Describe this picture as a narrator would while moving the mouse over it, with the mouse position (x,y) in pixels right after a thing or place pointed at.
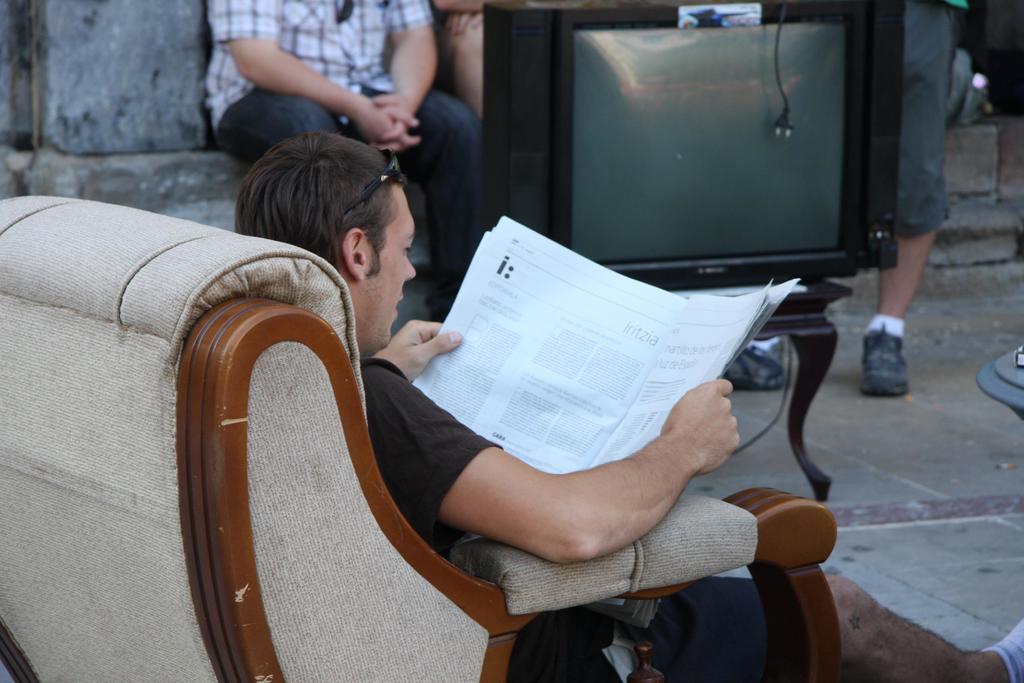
In this image I can see a person (507,502) sitting on the chair (345,604). He is holding newspaper (549,454) in his hands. I can see a television (689,227). In the background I can see few persons (895,309).
